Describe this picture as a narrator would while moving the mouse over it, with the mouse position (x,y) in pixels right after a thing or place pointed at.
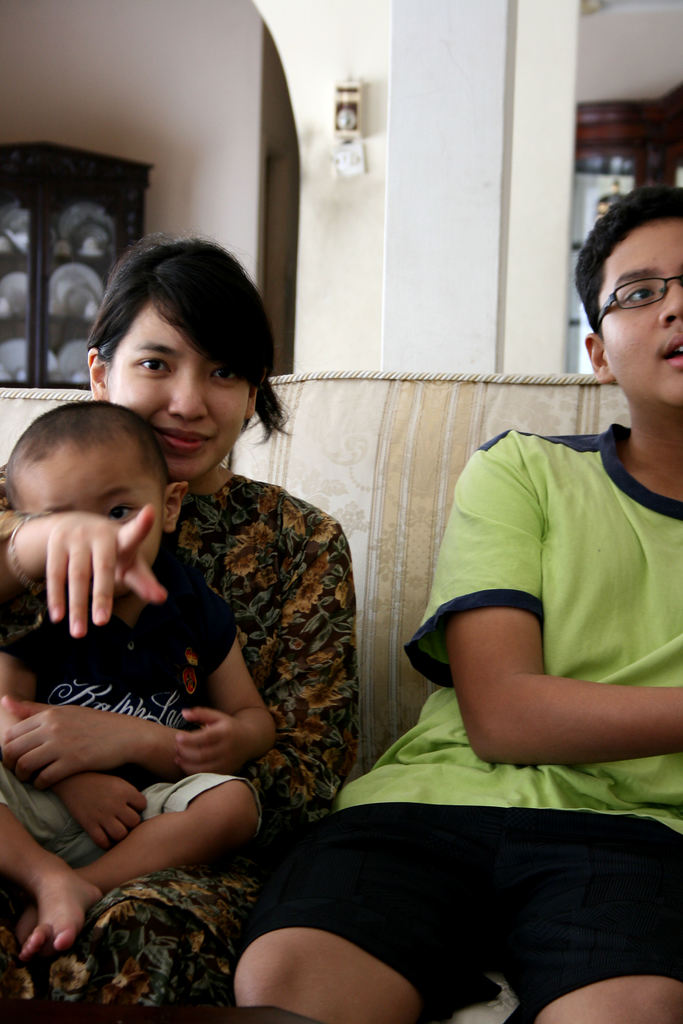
In this image, there are a few people (58,522) sitting on an object (326,472). We can also see the wall (170,124) and some wooden objects (9,154). We can also see a pillar (515,235) with some object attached to it.
